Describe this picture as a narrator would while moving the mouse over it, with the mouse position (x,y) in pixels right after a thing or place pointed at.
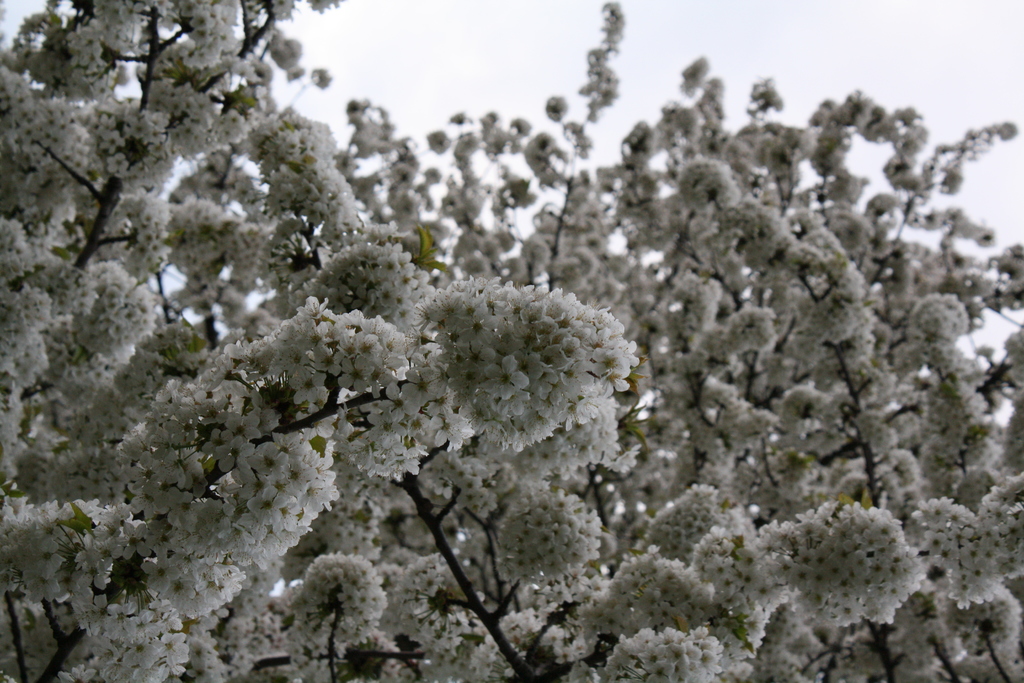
In this picture I can see there is a tree (386,558) and it has many white color flowers (652,671) and leafs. The sky (819,70) is cloudy.
